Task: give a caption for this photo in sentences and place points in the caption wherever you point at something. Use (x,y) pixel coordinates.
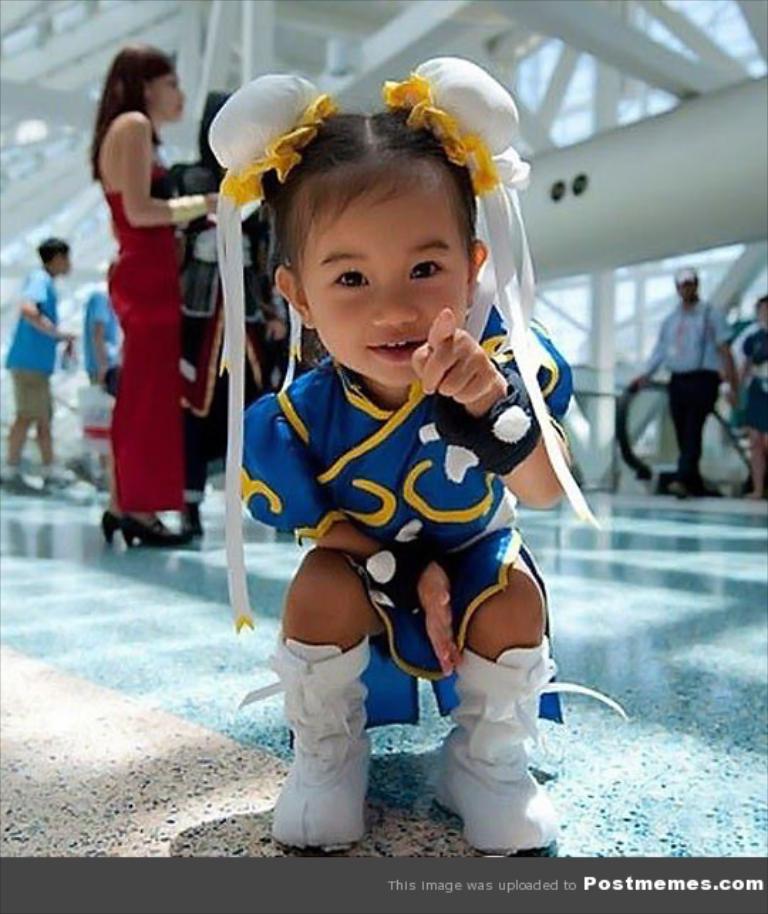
In this image we can see a child (465,428) wearing blue color dress (383,716) and white color long shoes (309,815) is in the squat position. The background of the image (73,549) is slightly blurred, where we can say few people (762,375) are walking on the ground (639,521). Here we can see the escalator (637,436) and poles (629,66). Here we can see the watermark (545,886) on the bottom right side of the image (685,873).
